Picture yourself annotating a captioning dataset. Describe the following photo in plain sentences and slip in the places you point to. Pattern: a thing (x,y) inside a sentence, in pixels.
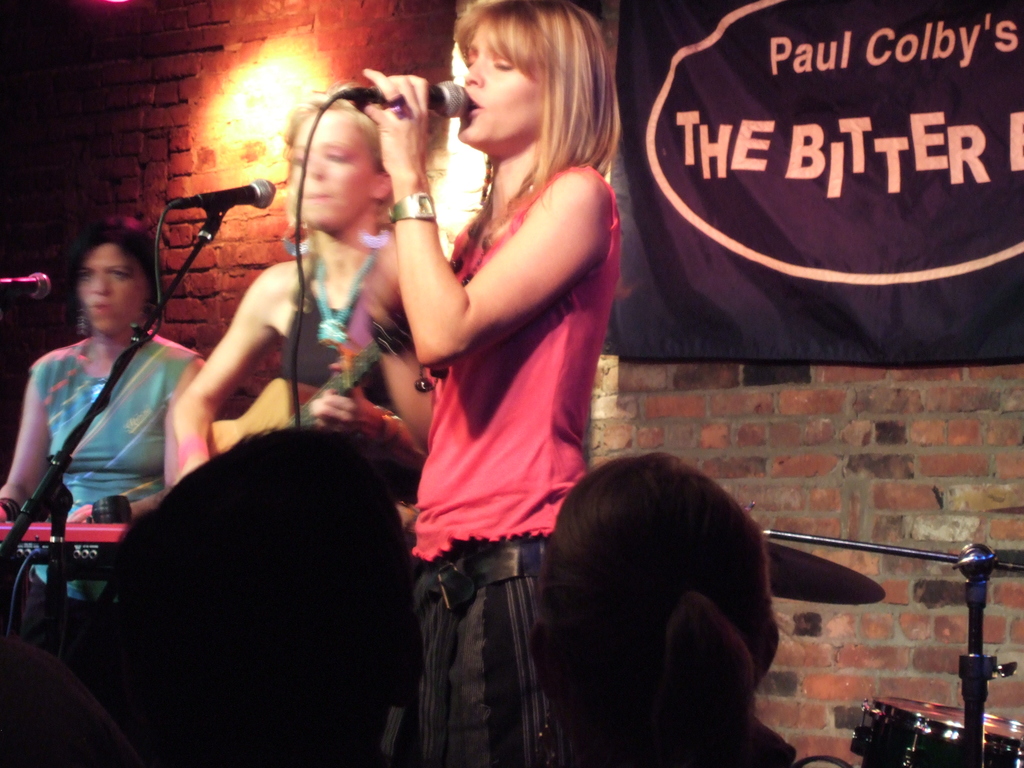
In this picture there is a woman (490,286) standing and holding the microphone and she is singing. At the back (242,365) there are two persons (34,472) standing and playing musical instruments (321,416). On the right side of the image (695,166) there is a banner (752,236) on the wall (917,385) and there is a text (980,181) on the banner (759,65) and there is a drum (1012,728). At the back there is a light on the wall (123,60).
